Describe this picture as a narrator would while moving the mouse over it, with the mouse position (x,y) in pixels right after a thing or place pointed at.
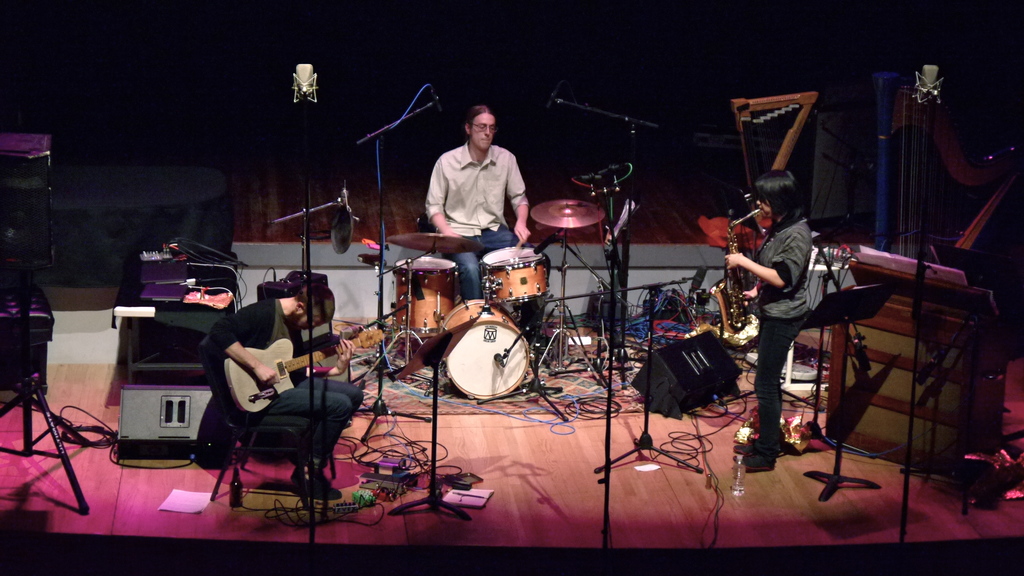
In this picture we can see three persons (458,206) playing musical instruments (321,356) such as guitar (290,357), drums (468,352), saxophone (728,270) and in front of them we can see wires (584,400), mic stand (578,298), mic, speakers (667,385) and in the background (568,31) we can see wall (313,20) and it is dark.
